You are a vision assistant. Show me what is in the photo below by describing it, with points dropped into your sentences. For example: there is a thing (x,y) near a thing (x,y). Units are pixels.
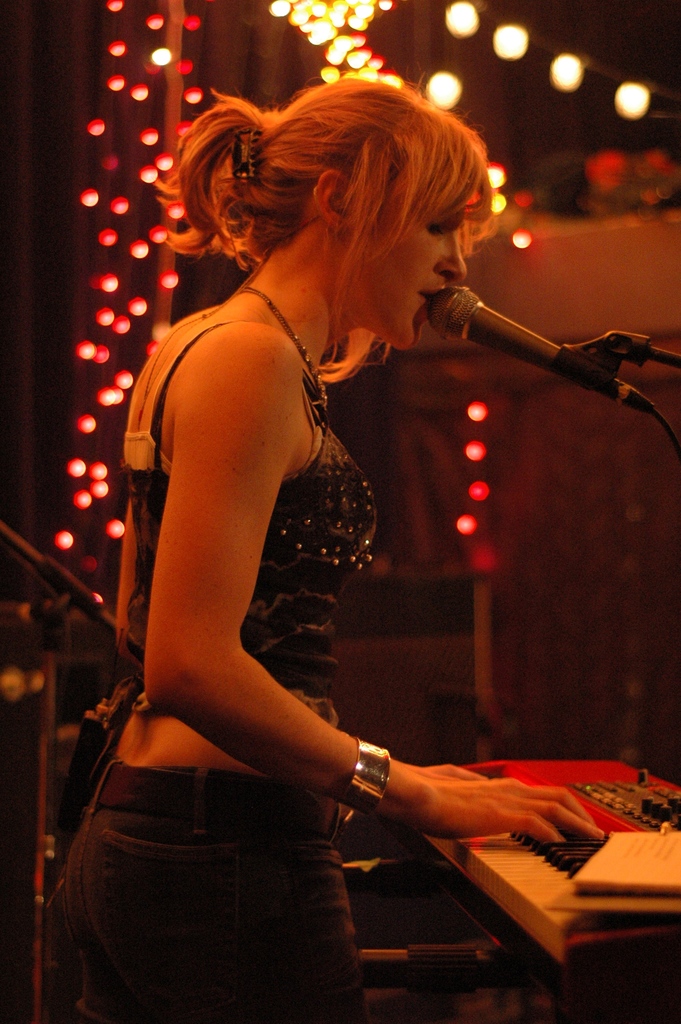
In the image I can see a lady (432,826) who is playing the keyboard (503,884) in front of the mic (528,357) and around there are some lights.
